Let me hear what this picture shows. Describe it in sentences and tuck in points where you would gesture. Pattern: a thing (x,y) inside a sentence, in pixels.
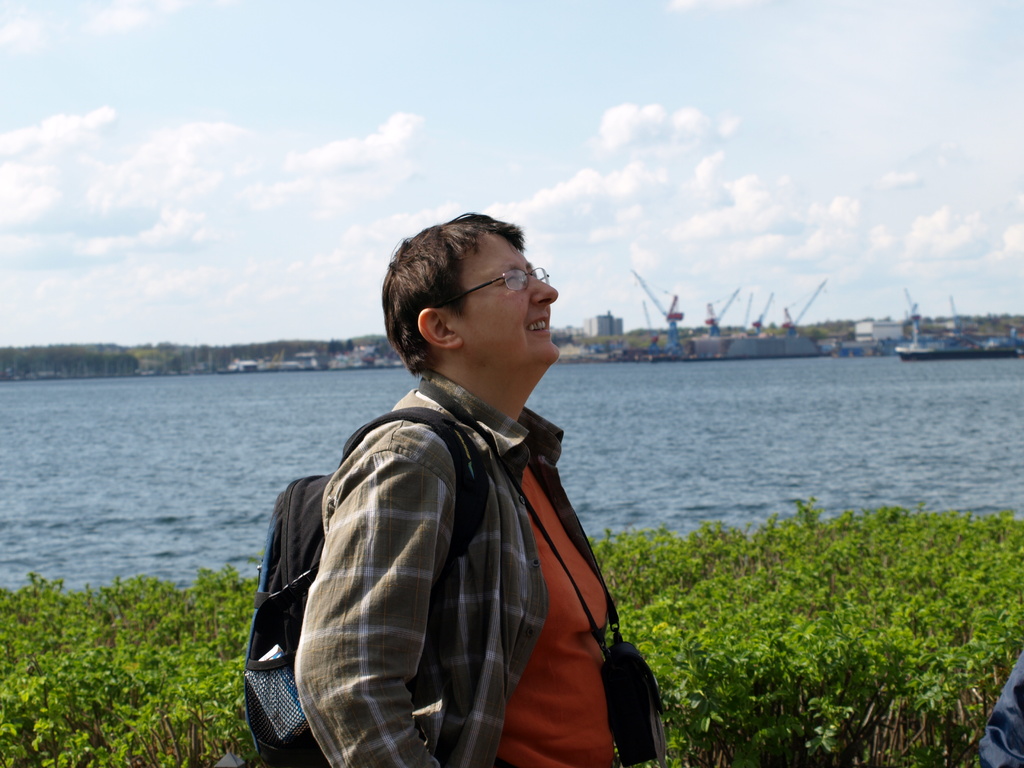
In the middle of the image (548,454) a man (556,535) is standing and smiling. Behind him there are some plants (166,767) and water (967,469), above the water (966,368) there are some ships (902,357). Behind them there are some trees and buildings (902,342). At the top of the image (919,206) there are some clouds (917,241) and sky (95,31).
